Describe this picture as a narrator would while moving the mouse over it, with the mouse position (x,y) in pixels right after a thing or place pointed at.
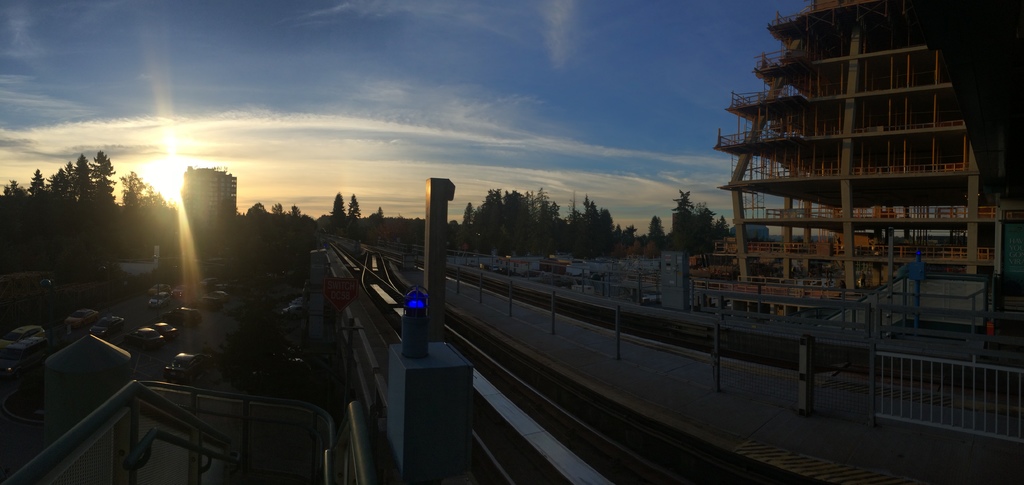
In this picture there are cars (181,362) on the left side of the image (204,318) and there are buildings (783,168) on the right side of the image (826,216) and there trees (605,237) in the center of the image (541,209).
